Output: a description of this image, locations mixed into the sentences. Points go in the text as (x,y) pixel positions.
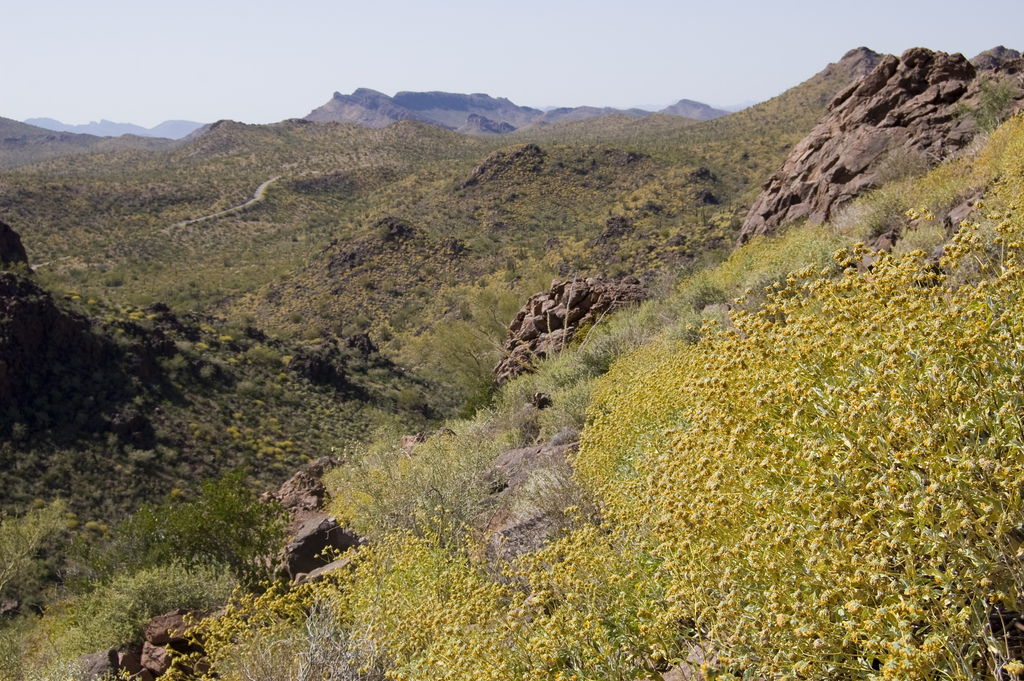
In this image at the bottom (779,504) there are some plants (756,504), rocks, mountains (197,352) and some flowers (783,548) and in the background (655,128) there are some mountains (670,117). On the top of the image (629,79) there is sky (205,78).
